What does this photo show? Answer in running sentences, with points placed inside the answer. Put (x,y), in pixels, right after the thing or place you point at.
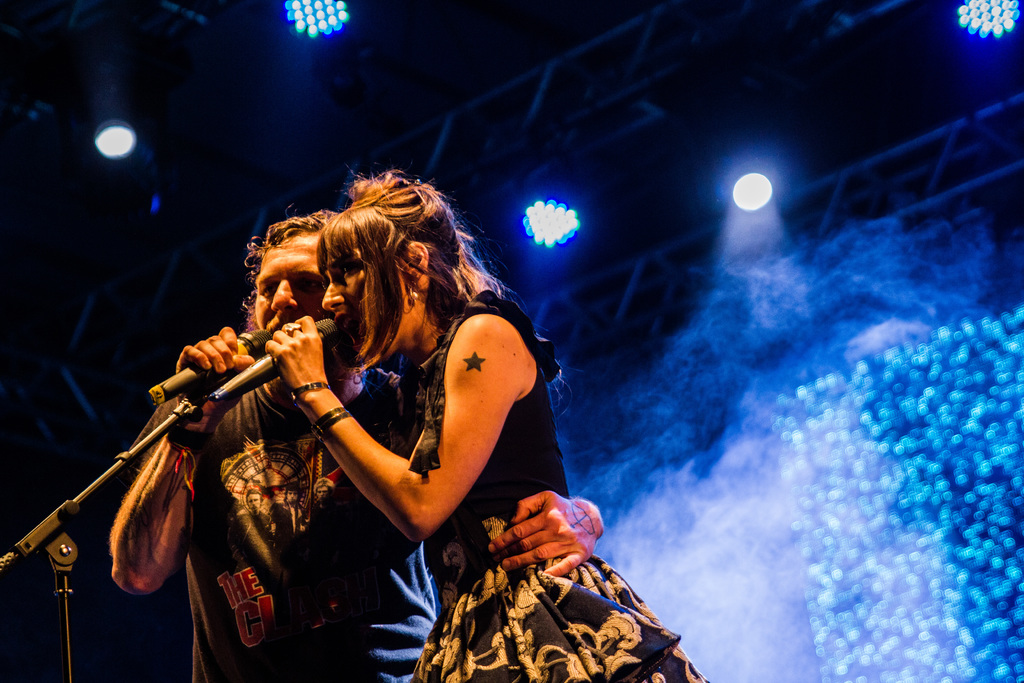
In this image, in the middle (389,449), we can see two people (370,461) man (542,510) and woman (340,458) are standing and singing in front of a microphone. On the right side (977,422), we can see blue color. At the top (927,31), we can see a roof (616,178) with few lights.
